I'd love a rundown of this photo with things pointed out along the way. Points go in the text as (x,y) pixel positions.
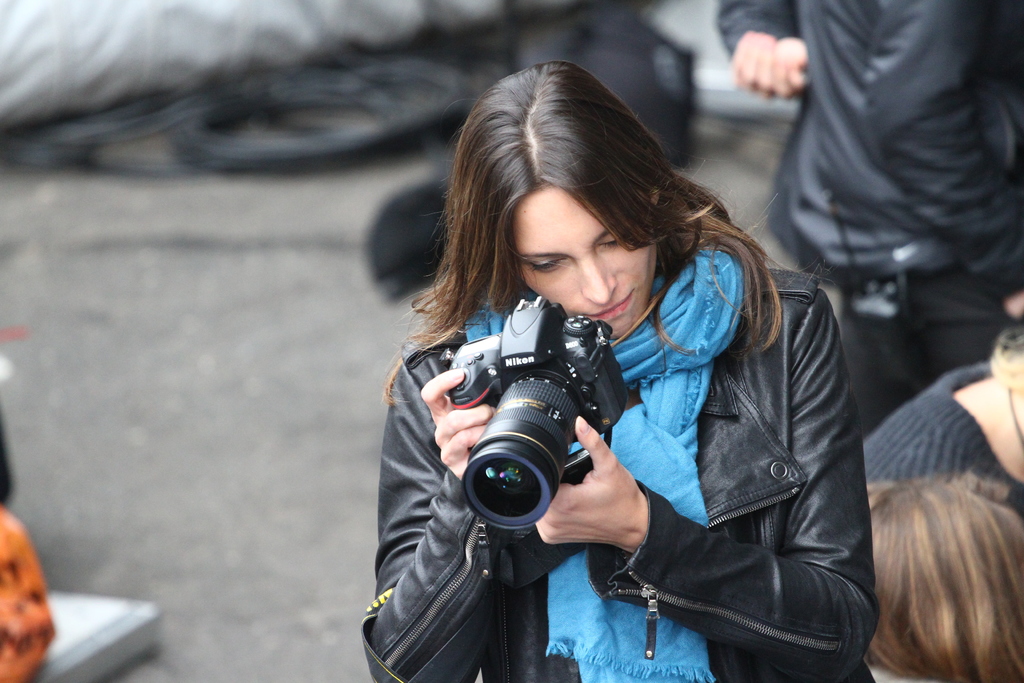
In this image I can see a woman (611,313) is holding a camera (611,407) in her hand (597,447).
